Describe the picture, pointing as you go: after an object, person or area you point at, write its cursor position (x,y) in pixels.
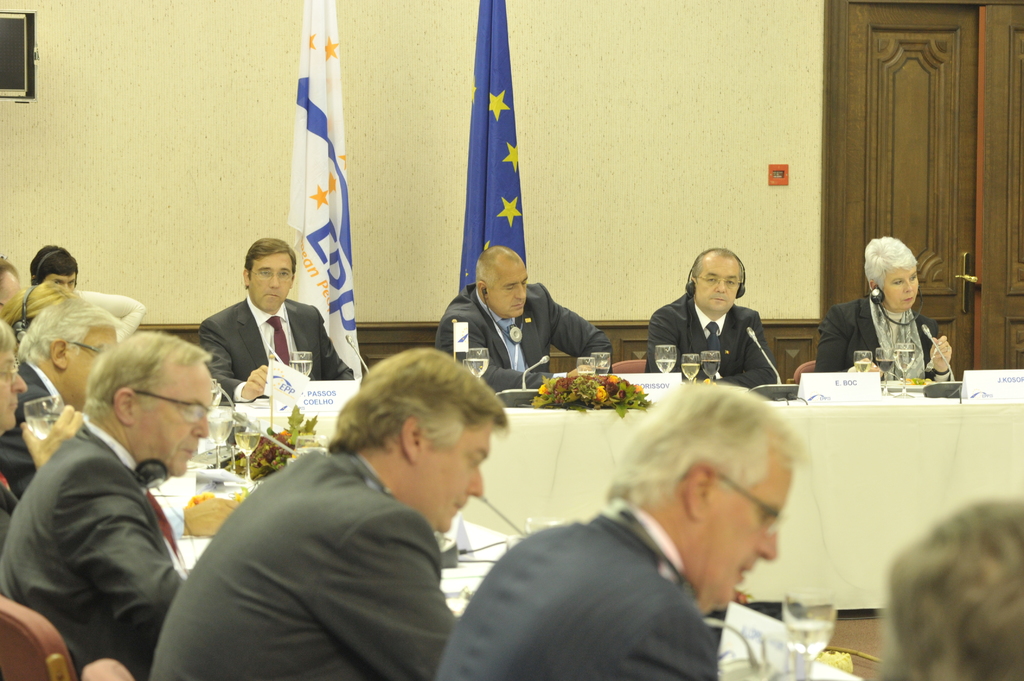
In this image in front (580,535) there are people (290,313) sitting on the chairs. In front of them there is a table (839,425) and on top of the table (846,414) there are glasses (718,354), name boards (653,380), bouquets (584,386), mikes (520,395) and a few other objects (196,482). In the background of the image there are flags (468,227). There is a door (929,205) and there is a wall (251,186).
